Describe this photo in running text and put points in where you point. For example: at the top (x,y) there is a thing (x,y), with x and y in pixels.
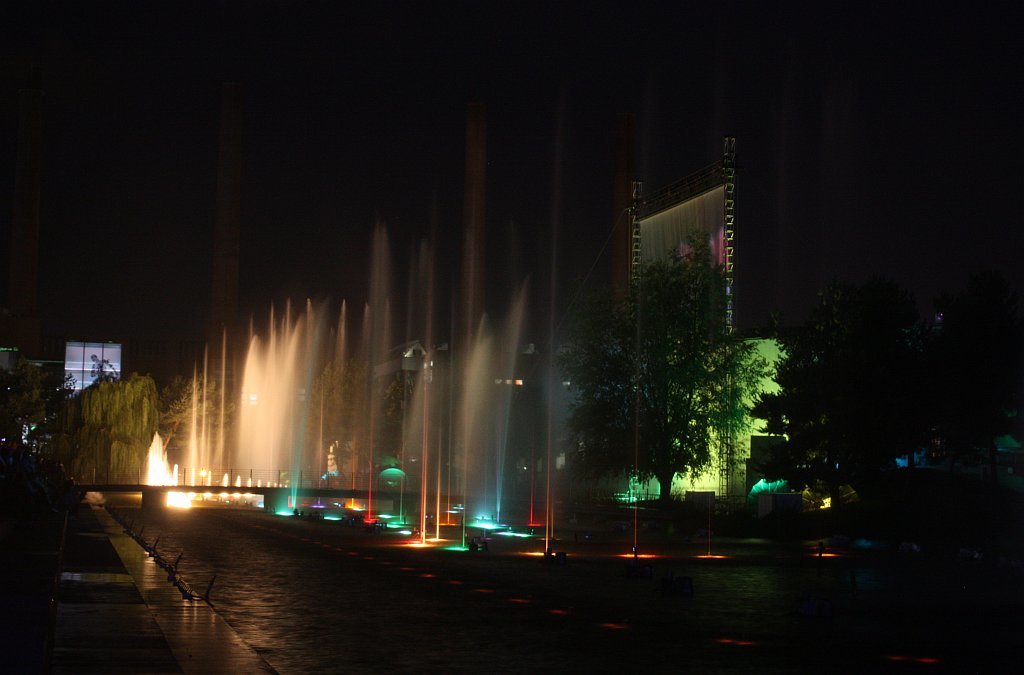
In this picture we can see water fountains (487,420), lights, trees (666,417), poles (732,233), objects (472,167) and a bridge (384,482). On the top of the picture (924,215) it is completely dark.
